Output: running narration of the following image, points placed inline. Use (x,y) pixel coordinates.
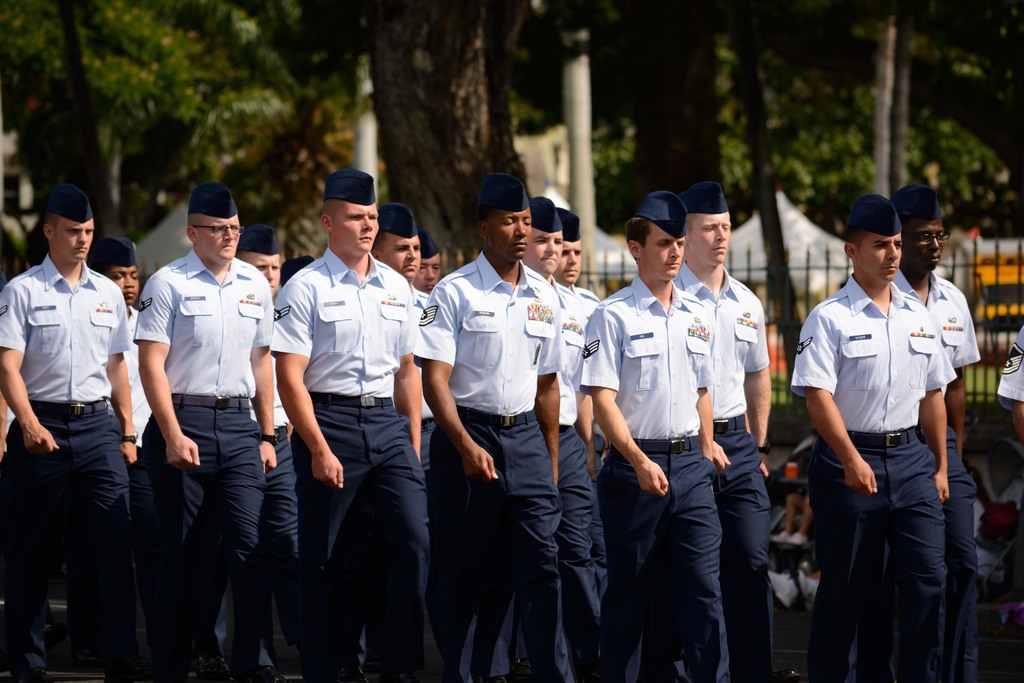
This picture is clicked outside the city. In the middle of the picture (586,297), we see men (552,424) in the uniform (875,463) are walking on the road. Behind them, we see iron railing (750,268). There are trees (600,127) and poles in the background (244,88).
